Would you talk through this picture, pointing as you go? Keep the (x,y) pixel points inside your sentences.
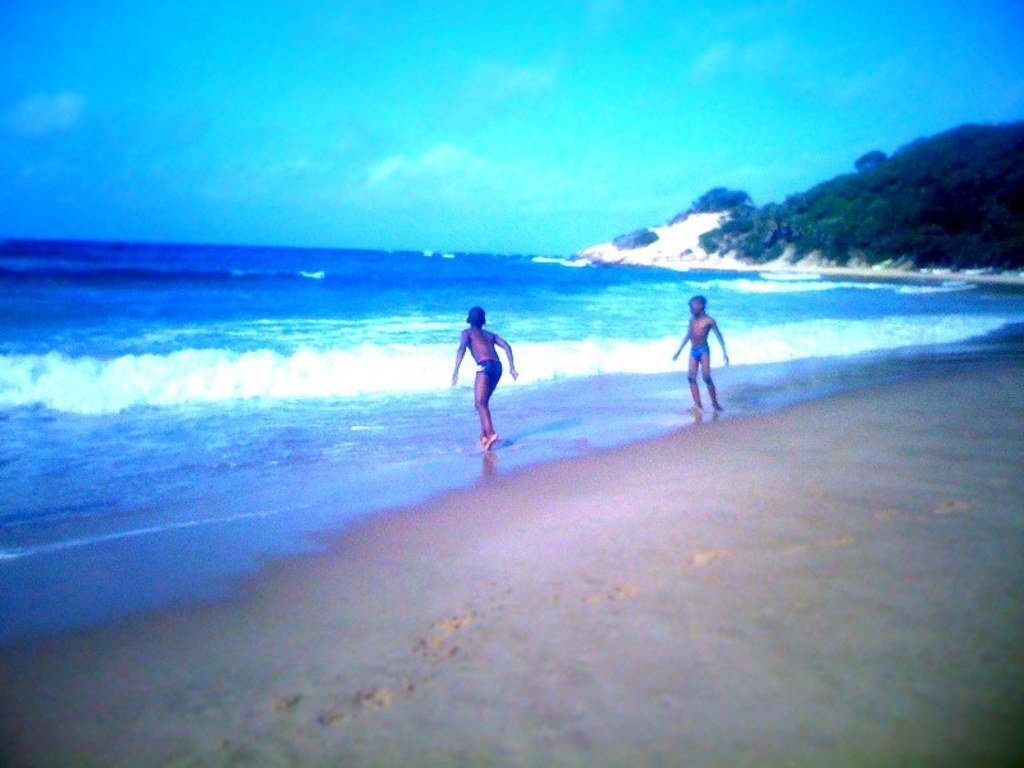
This image is clicked at a beach (467,504). At the bottom (527,615) there is the ground (777,516). There are two boys (495,342) standing at the shore (795,487). In front of them there is the water (217,296). In the background (771,217) there are mountains (729,201). At the top (397,119) there is the sky (397,119).
